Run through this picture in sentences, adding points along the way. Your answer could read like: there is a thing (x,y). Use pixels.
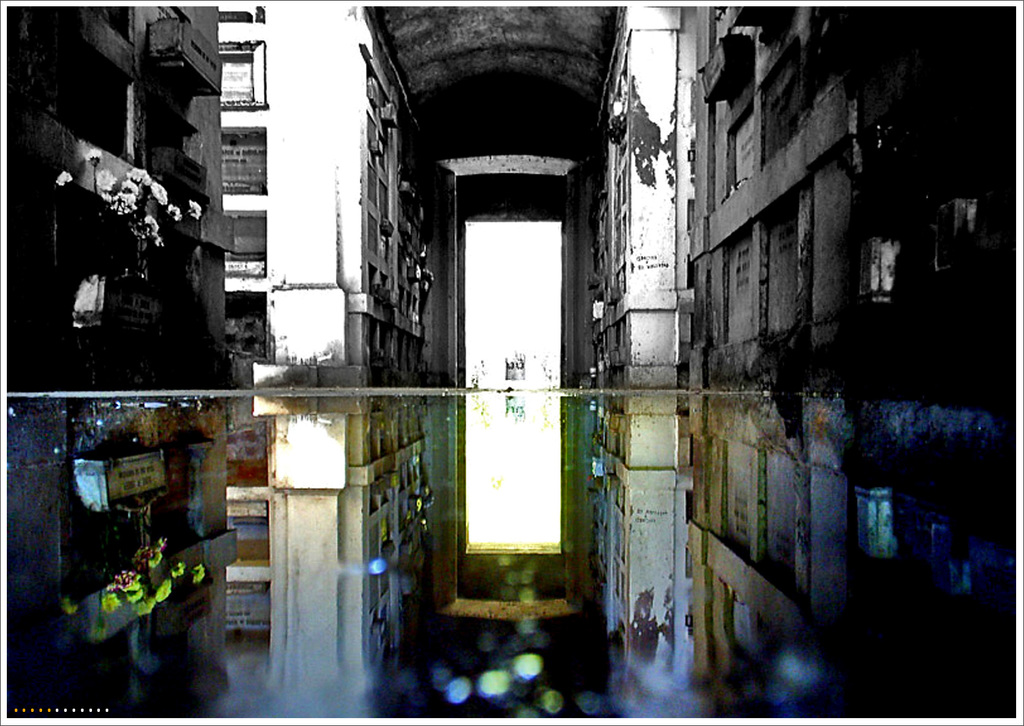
In this picture we can see water (400,480), buildings (200,74) with windows (105,127), flowers (126,209), arch (573,266) and some objects (167,176).
